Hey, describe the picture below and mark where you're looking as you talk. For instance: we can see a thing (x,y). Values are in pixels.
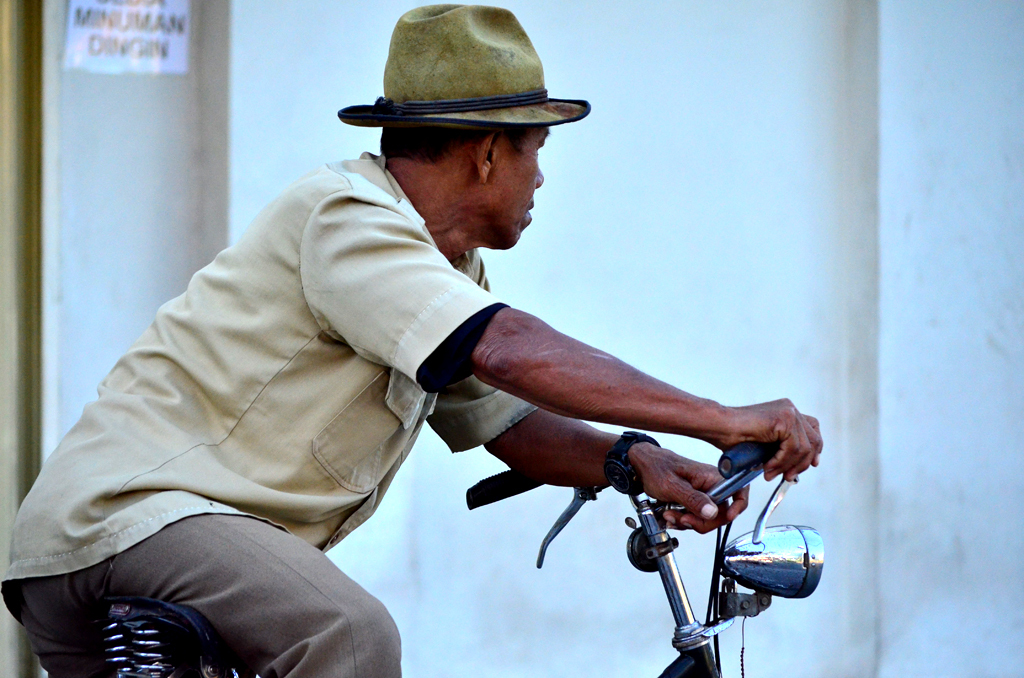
in this image there is a man (291,628) riding a bicycle (145,662) in the background (468,668) there is a wall (468,668).
